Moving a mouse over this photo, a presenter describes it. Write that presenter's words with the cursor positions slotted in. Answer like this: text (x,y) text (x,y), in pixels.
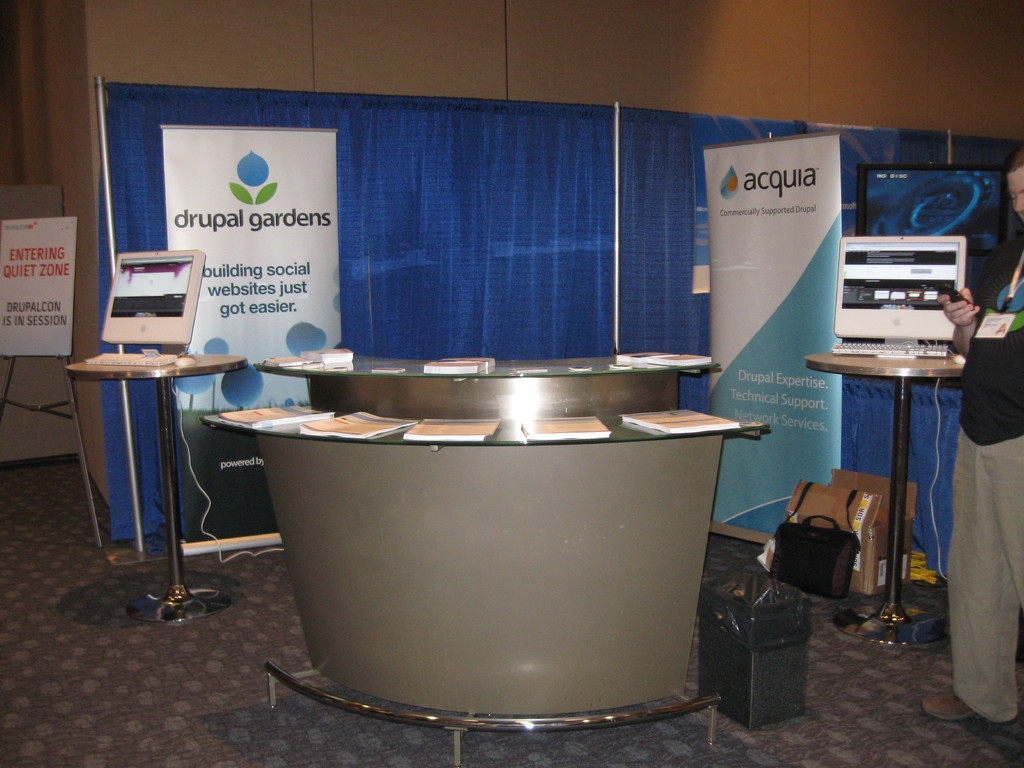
This picture is clicked inside the room (1005,311). On the right (1004,286) we can see a person (959,324) holding some object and standing and we can see a bag (812,554), monitors (902,294), keyboards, books (458,372), tables (873,371), text (737,211) on the banners (204,450), curtains (517,204) and many other objects (909,488). In the background (383,57) we can see the wall (457,82).
